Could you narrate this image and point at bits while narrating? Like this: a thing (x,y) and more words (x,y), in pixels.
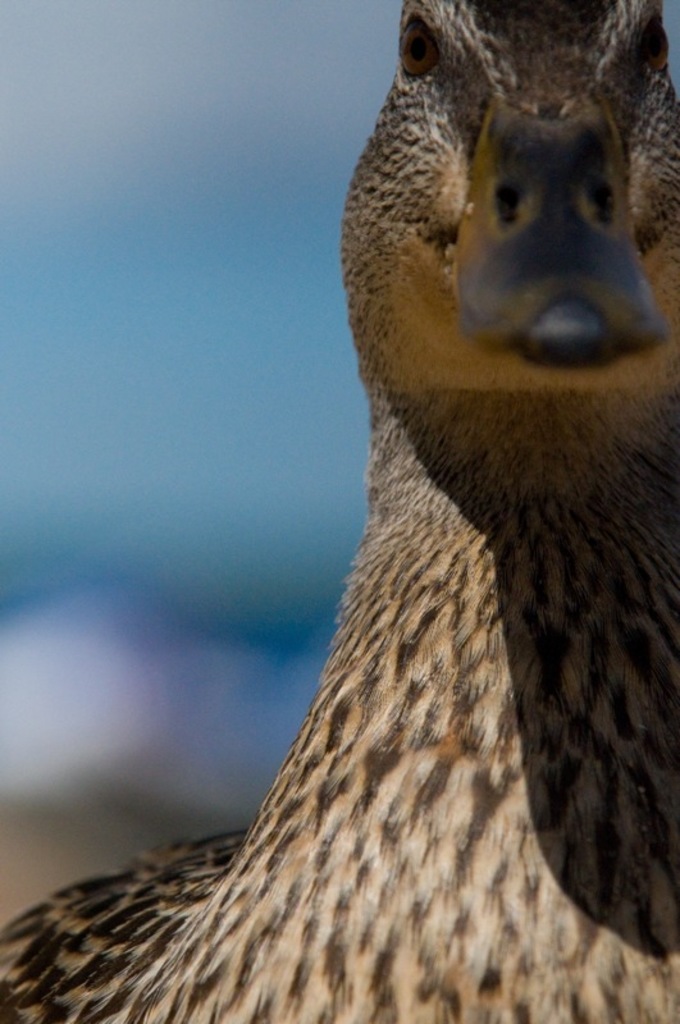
In this image there is a duck (421,595).
